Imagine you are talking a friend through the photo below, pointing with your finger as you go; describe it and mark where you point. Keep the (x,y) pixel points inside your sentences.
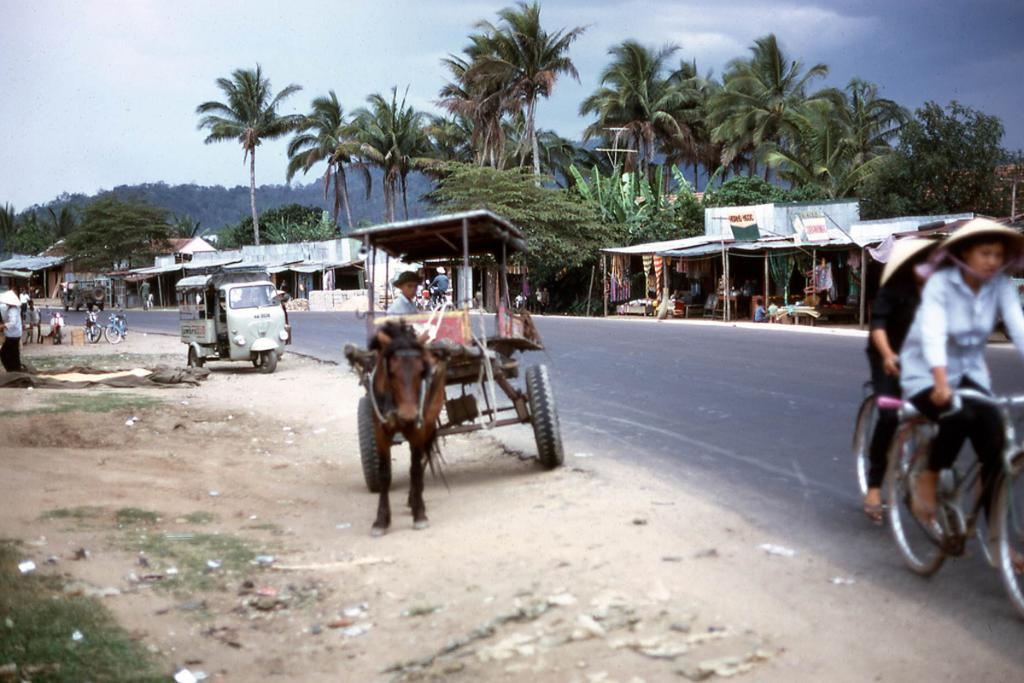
In this image there is a cart (447,344) tied to a horse (382,387). A person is sitting inside the cart (452,328). Behind the cart (439,330) there is a person (443,278) riding the bicycle (441,302). Left side (201,356) there are few vehicles (198,339) on the land (275,486) having some grass (189,519). Few persons (16,343) are standing on the land (16,405). Right side (967,345) two persons (924,325) wearing caps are sitting and riding the bicycles (893,463) on the road (841,532). Background (718,298) there are few houses (110,276) and shops (797,271). Behind there are few trees (842,152) and hills (266,198). Top of the image (317,70) there is sky (684,22) with some clouds (709,45).
